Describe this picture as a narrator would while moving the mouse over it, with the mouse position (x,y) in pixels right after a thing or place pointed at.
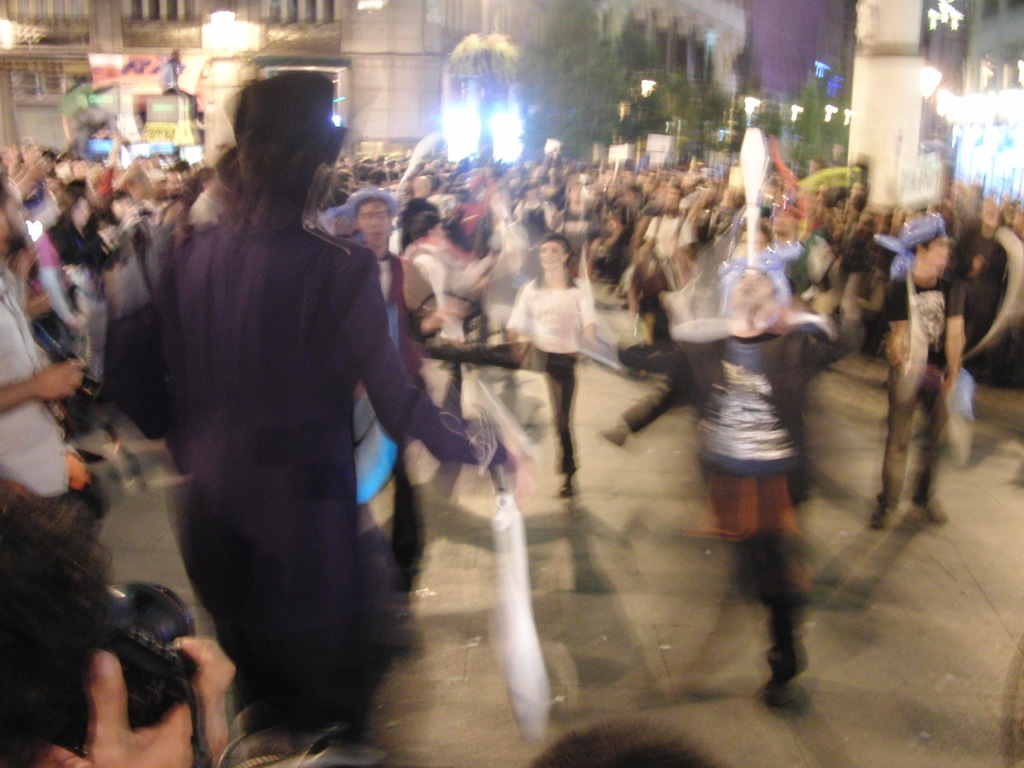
In this image there are number of people (460,251) standing on the road (628,463). At the back side (523,153) there are buildings (345,13) and trees (721,104).
